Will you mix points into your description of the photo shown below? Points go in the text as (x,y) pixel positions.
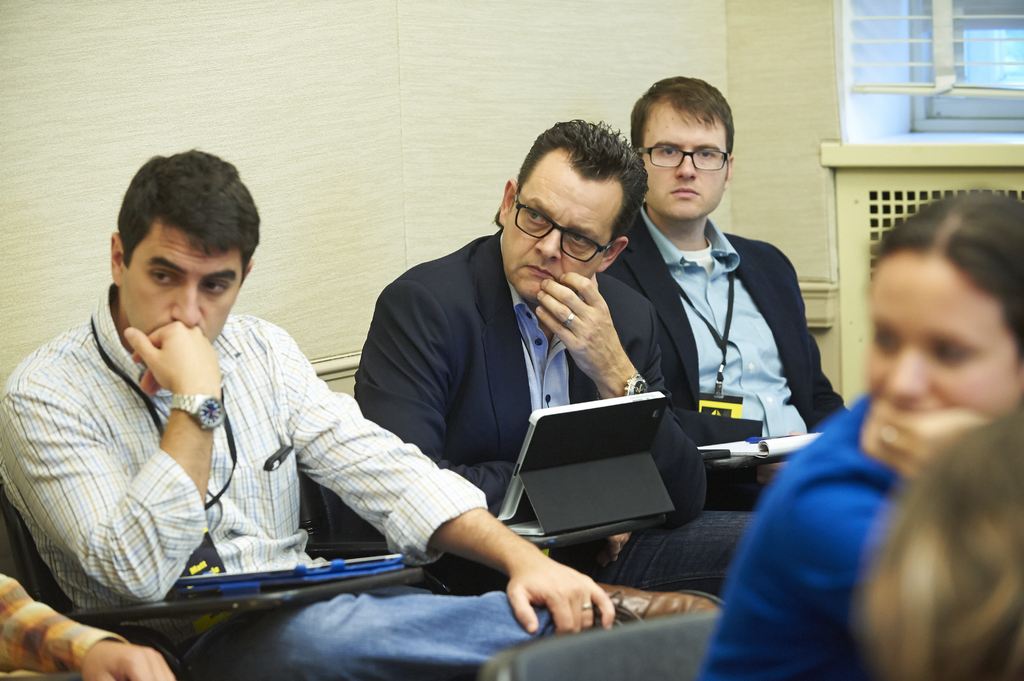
In the picture we can see three men (356,612) are sitting on the chairs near the wall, the two men (768,384) are in black color blazer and holding a tablet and a notebook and one man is in shirt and keeping his hand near his mouth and in front of them, we can see a woman (884,344) sitting and she in blue color shirt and in the background (848,55) we can see a wall (837,93) and a window (859,94) with a glass (885,82) to it.
